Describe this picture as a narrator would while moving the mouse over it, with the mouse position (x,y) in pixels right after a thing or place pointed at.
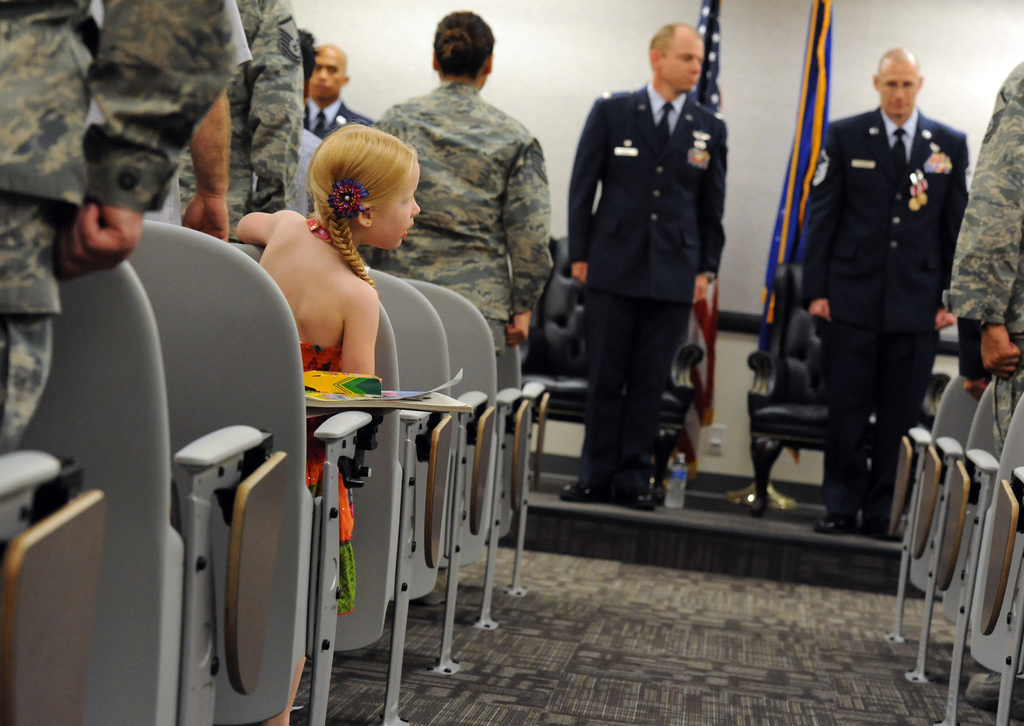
On either side of the picture, we see people (997,278) in the uniform (420,172) are standing. Behind them, we see the chairs (457,515). We see a girl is standing beside them. In front of them, we see three men (642,222) in the uniform (867,392) are standing. Behind them, we see the chairs (815,383) and a water bottle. Behind that, we see the flags (713,2) in blue and yellow color. In the background (583,86), we see a white wall (597,42). They might be singing the national anthem.
